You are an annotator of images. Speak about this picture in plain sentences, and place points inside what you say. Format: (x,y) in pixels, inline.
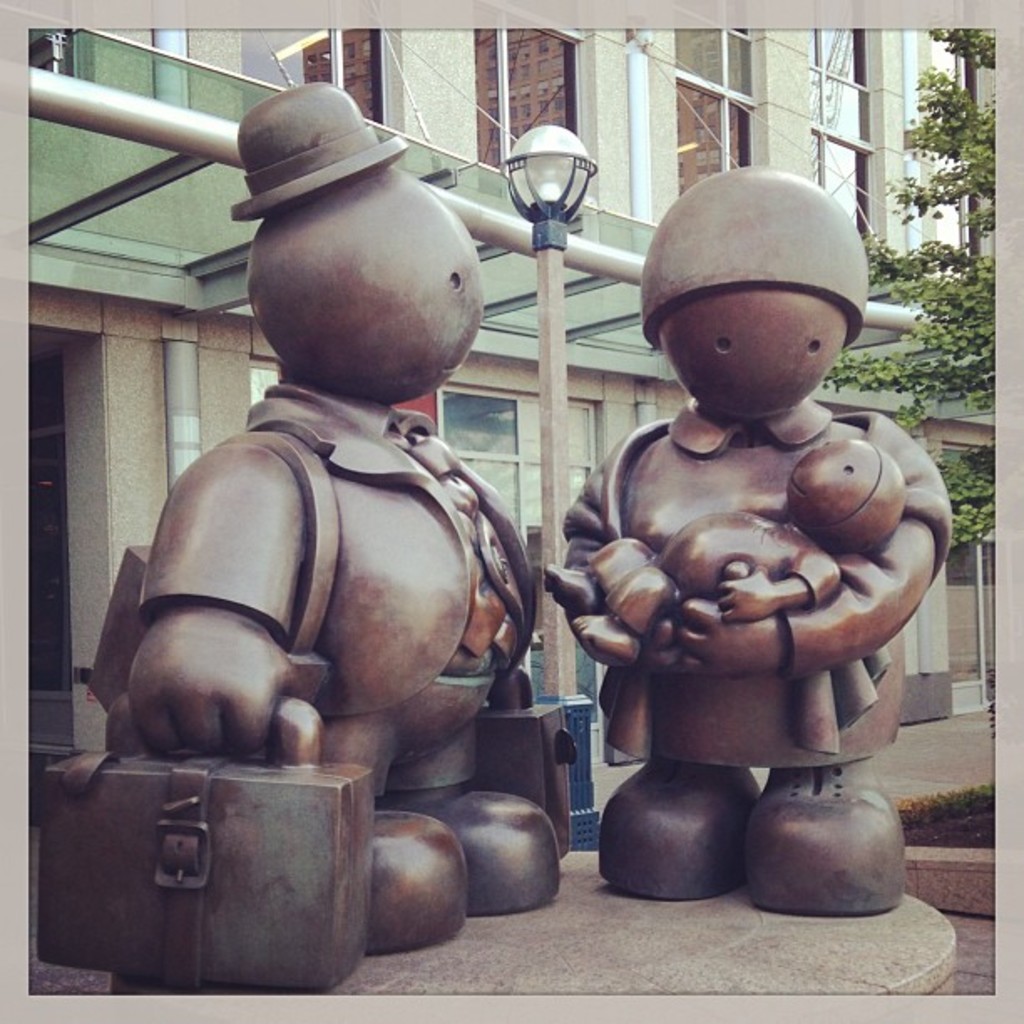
In this image, we can see sculptures (803,626) in front of the building (92,331). There is a pole (552,500) in the middle of the image (556,489). There is a branch (960,263) on the right side of the image (969,522).
